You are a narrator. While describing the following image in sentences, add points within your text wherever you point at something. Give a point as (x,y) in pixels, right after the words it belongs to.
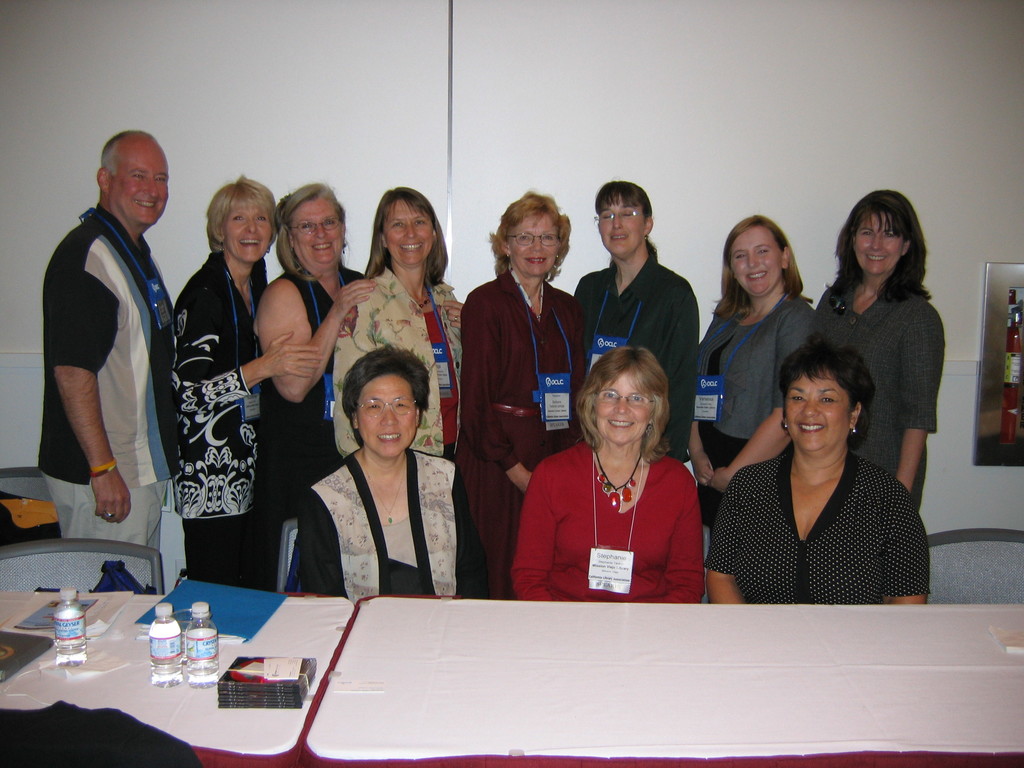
In this image we can see people (556,314) standing and smiling. At the bottom (434,580) there are three ladies (609,472) sitting, before them there are tables (429,674) and we can see bottles (163,658), books (220,697) and papers (227,620) placed on the tables (547,659). In the background (579,151) there is a wall (469,162).
